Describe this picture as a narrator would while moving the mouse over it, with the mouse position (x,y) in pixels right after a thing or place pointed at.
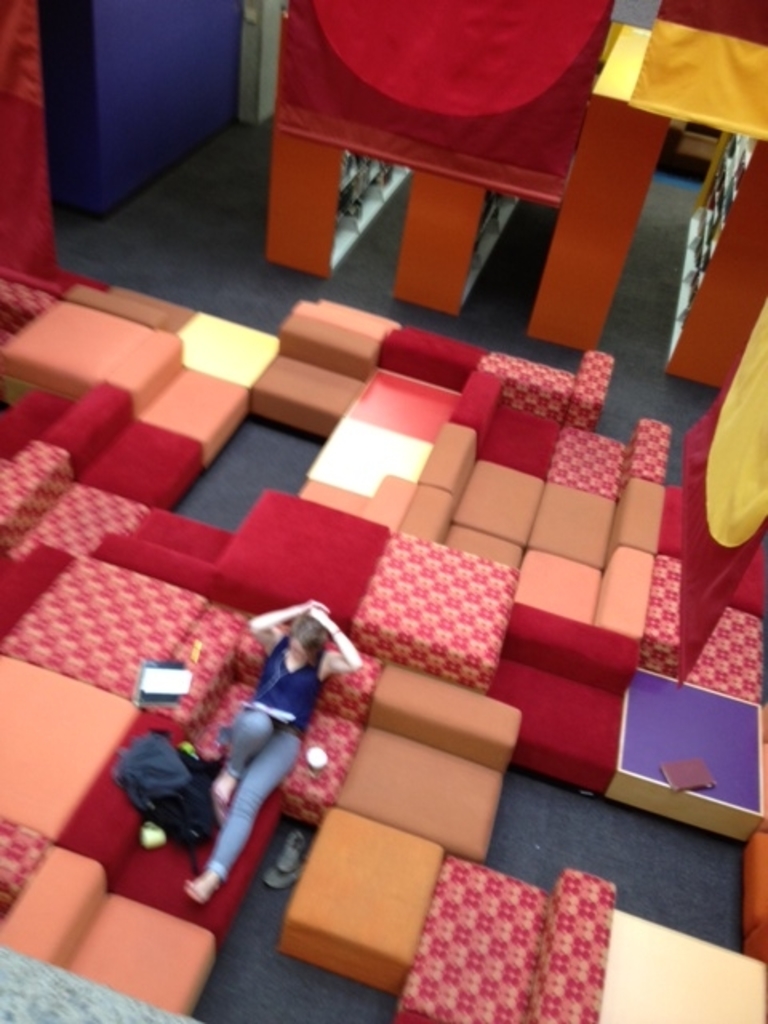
In this image in the center (258,378) there are some couches (763,867) and some chairs (377,547), and also there is one person (281,685) who is sitting and she is holding her head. Beside her there are some bags (171,762) and in the background (303,146) there are some curtains (277,93), wall (59,97) and some other objects (601,273).
